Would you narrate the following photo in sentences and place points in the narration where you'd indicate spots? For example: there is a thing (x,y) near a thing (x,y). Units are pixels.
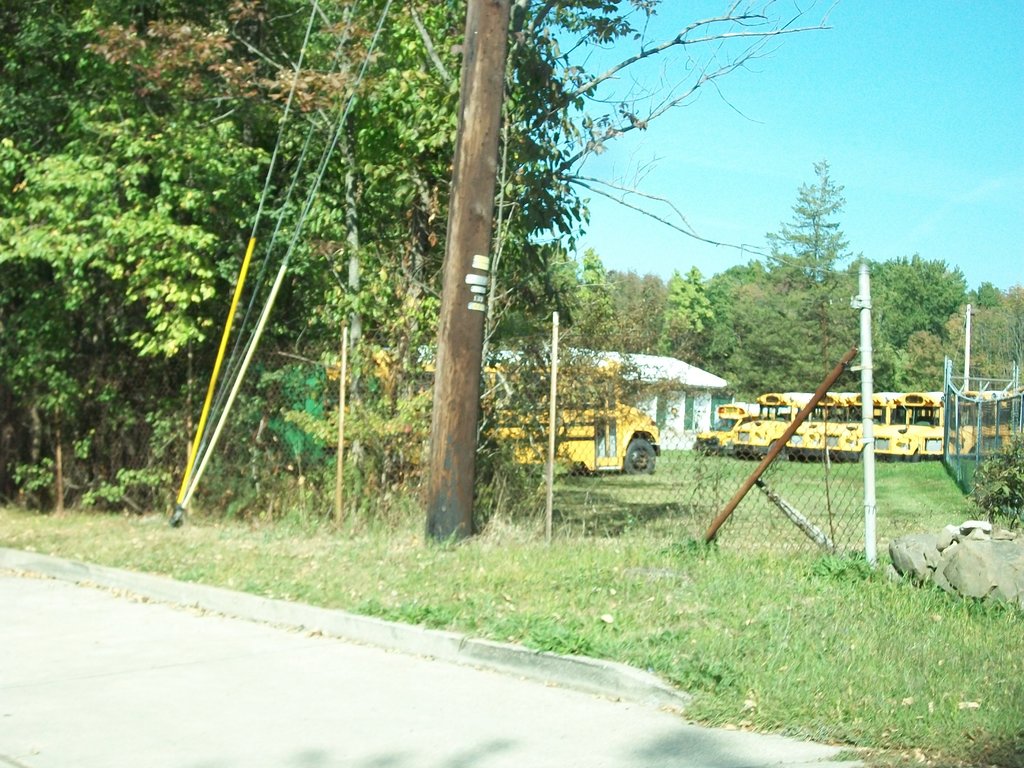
In this picture there are buses (720,409) and there is a building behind the fence (827,511) and there are trees (813,263). In the foreground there is a pole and there are wires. At the top (996,94) there is sky (728,59). At the bottom (762,575) there is grass (508,572) and there is a road (293,650).
